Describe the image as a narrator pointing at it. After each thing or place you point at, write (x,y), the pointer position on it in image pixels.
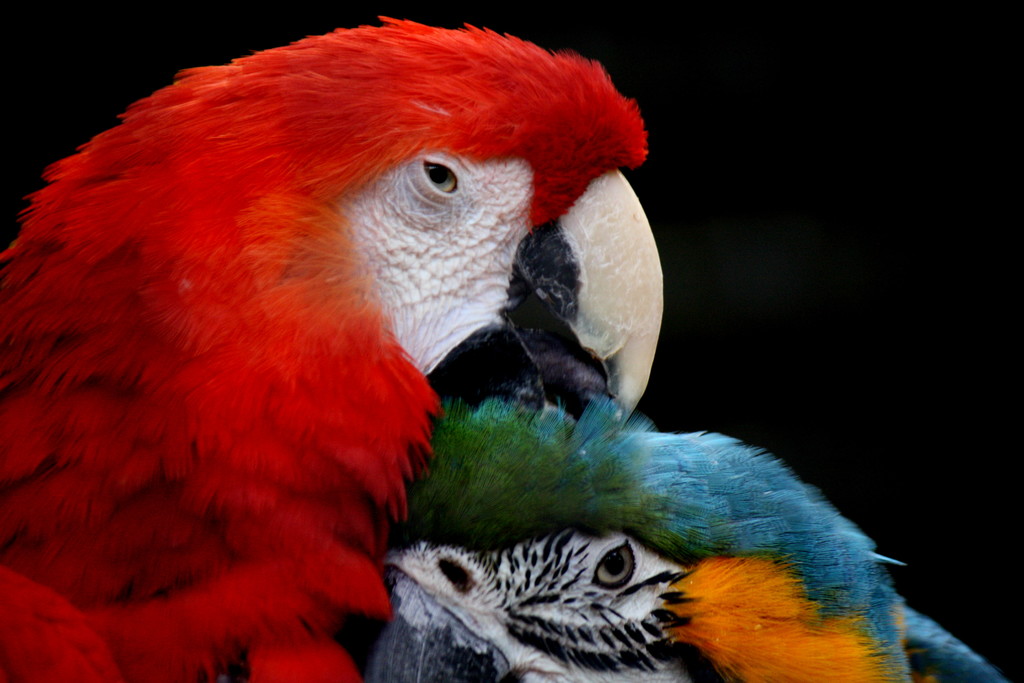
In this image I can see there is a parrot (188,361) in red color on the left side (281,421). On the right side (804,489) there is another bird (777,557) in blue color.
